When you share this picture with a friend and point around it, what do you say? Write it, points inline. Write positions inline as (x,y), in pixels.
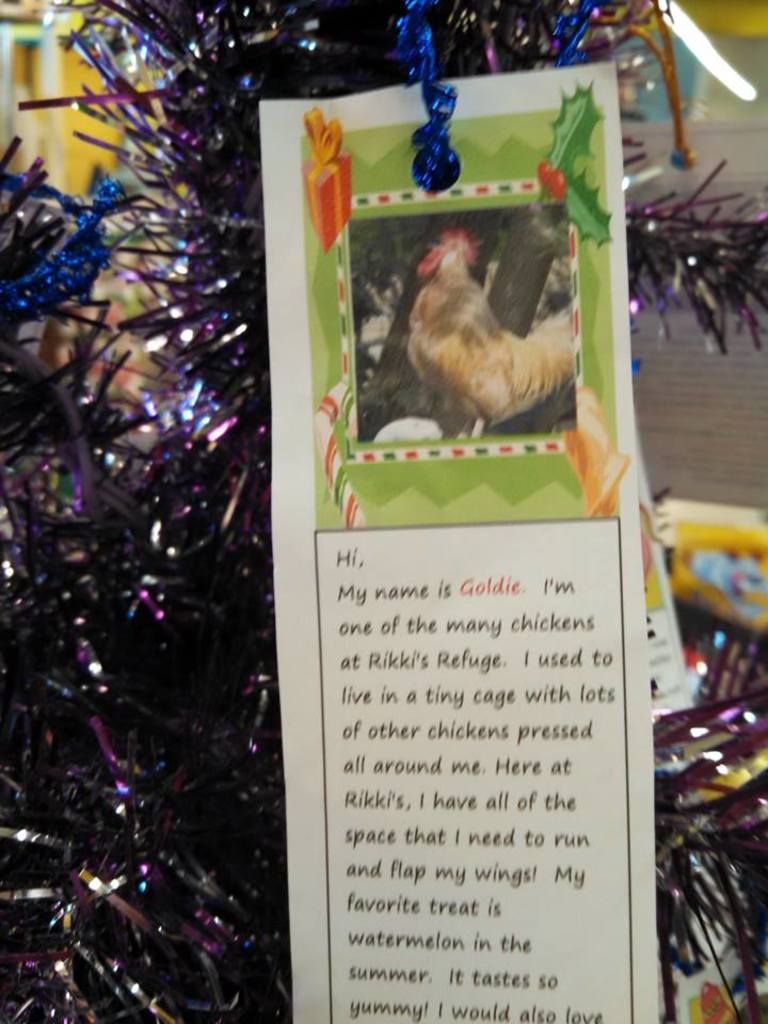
In the center of the picture (358,357) there is a poster (494,432), in the poster (473,568) there is text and a hen (478,329). In this picture there are decorative items (63,957). The background (67,90) is blurred.
